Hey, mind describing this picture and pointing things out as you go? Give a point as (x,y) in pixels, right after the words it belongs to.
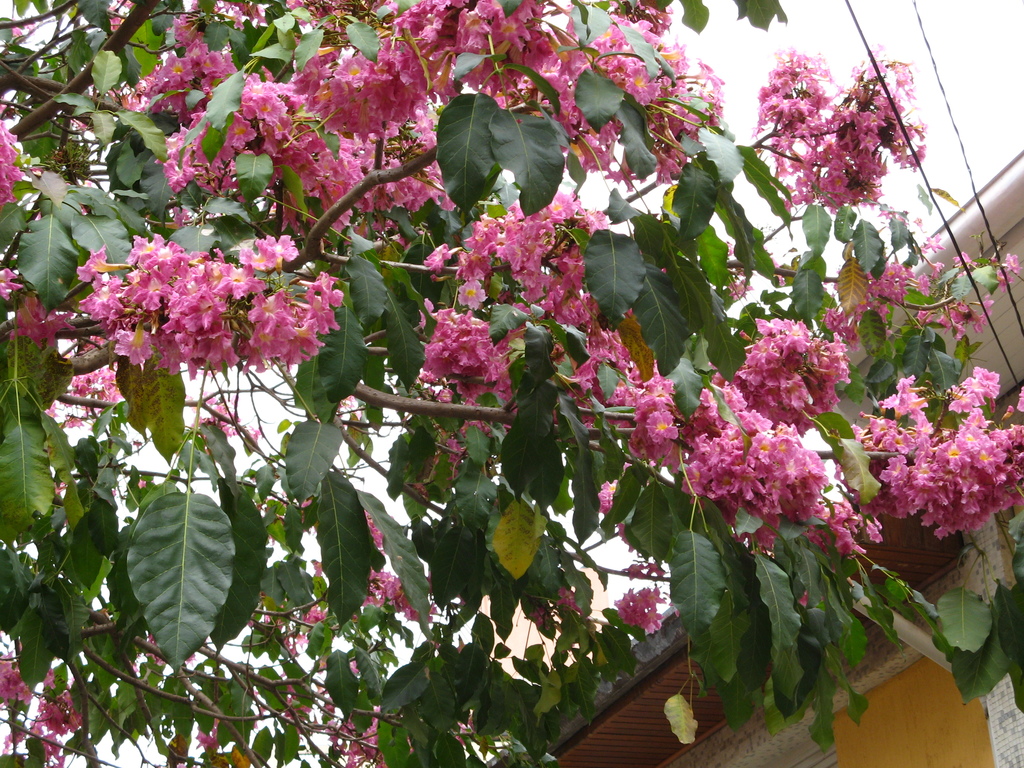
This image is taken outdoors. At the top of the image (834,43) there is the sky (834,43). On the right side of the image (840,695) there is a house (898,700) with walls (925,746) and a roof (1015,249). On the left side of the image (255,331) there is a tree (249,485) with stems (234,662), branches (311,677), leaves (161,500) and flowers (199,292). Those flowers (910,476) are pink in color.
